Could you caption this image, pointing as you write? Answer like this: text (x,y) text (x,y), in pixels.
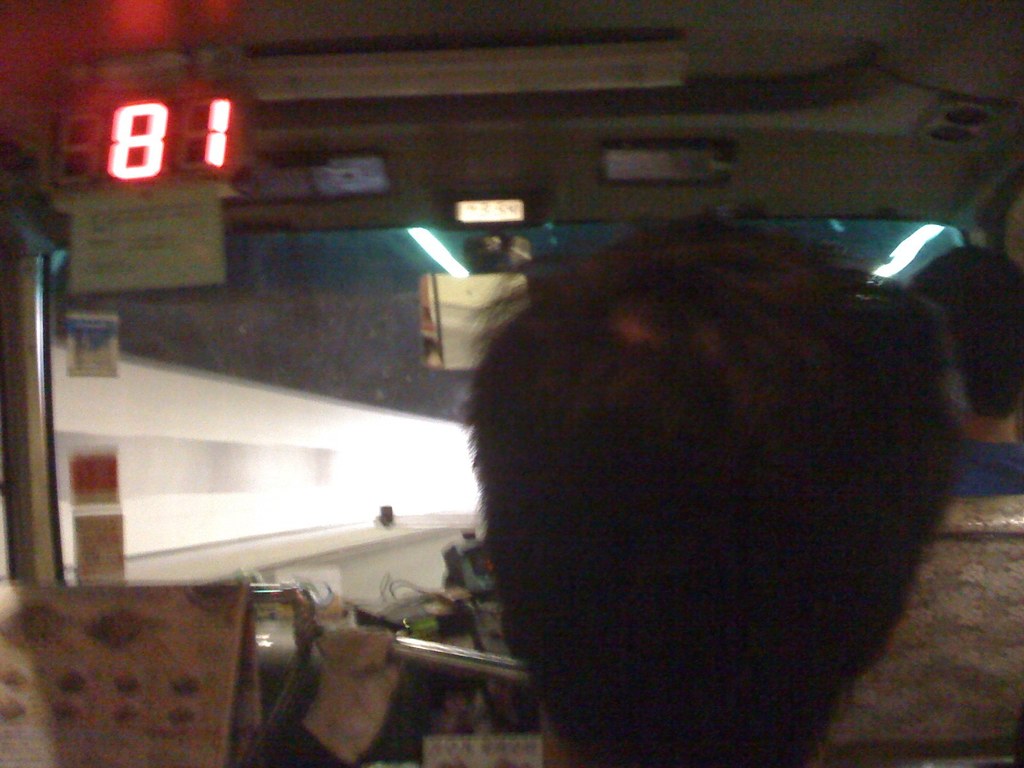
In the image there is a person (839,538) sitting inside a vehicle (18,260) with a light board (138,149) on the left side (173,151).
